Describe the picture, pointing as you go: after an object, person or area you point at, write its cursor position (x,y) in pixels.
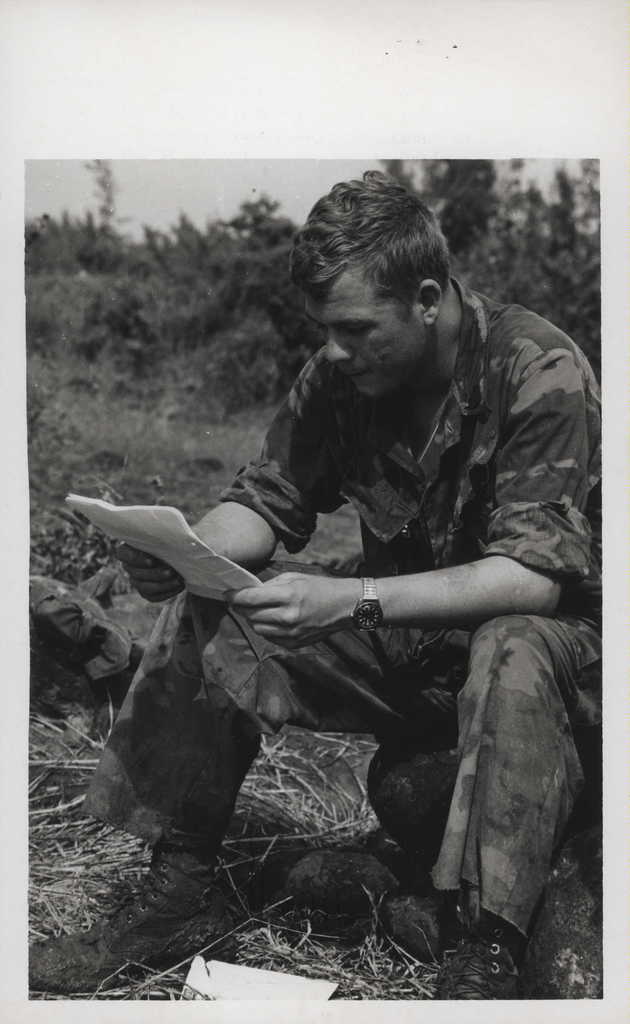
This is a black and white image. In this image, on the right side (509,367), we can see a man (518,552) sitting on the stone (395,816) and holding paper (126,536) in his hand (291,600). In the background (130,304), we can see some trees (228,252) and plants (119,299). At the top (152,226), we can see a sky (160,221), at the bottom (406,997), we can see a grass (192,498).
